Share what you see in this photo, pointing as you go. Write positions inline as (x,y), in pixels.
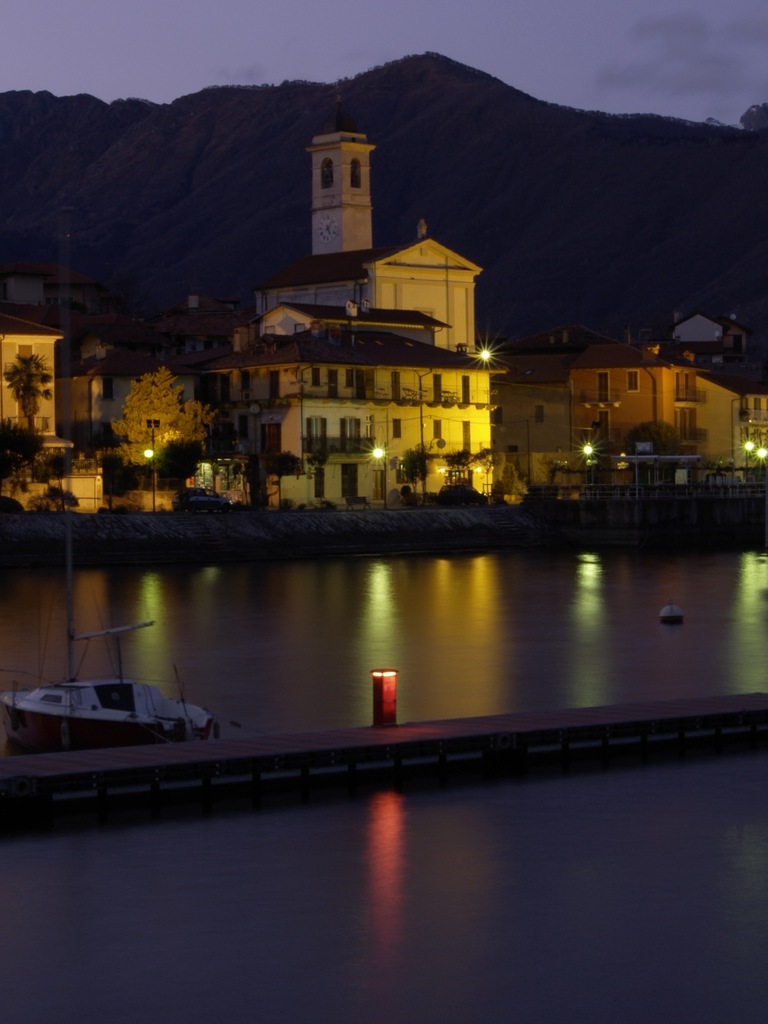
In this image there is a boat (6,693). There is water (526,611). In the background of the image (246,353) there are houses (696,372) and mountains (89,198).
